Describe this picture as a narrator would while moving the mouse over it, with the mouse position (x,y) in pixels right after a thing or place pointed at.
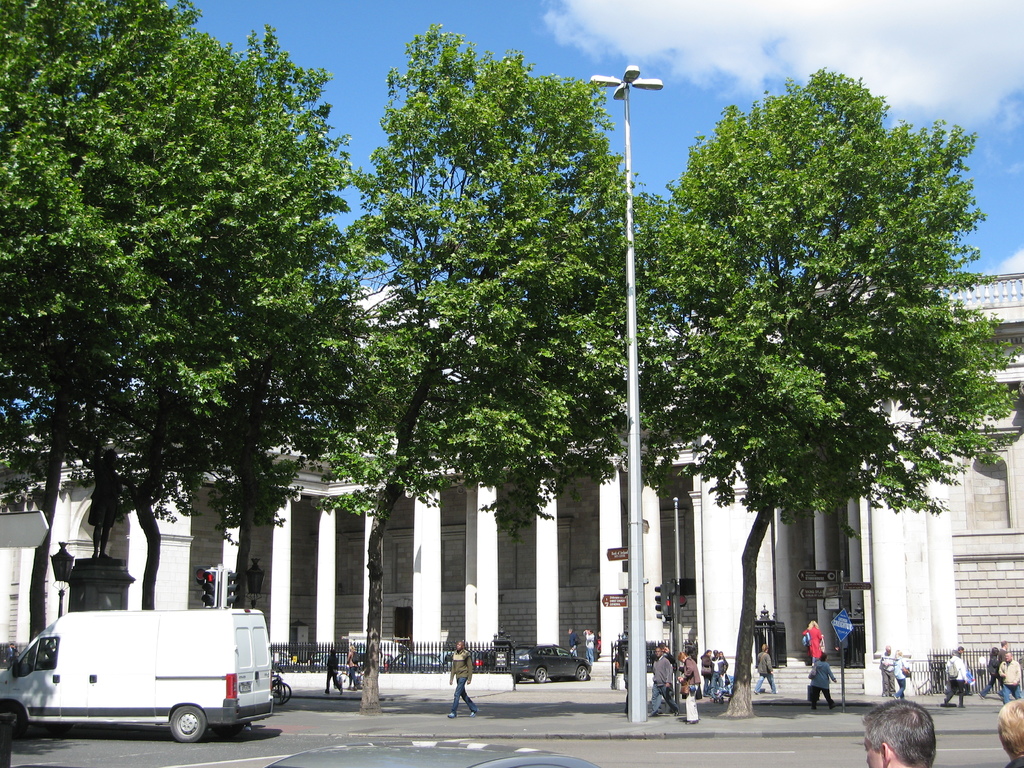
In this image there is a road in the middle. On the road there is a white colour van (162,656). In the middle (635,340) there is a pole (642,611) to which there are four lights (635,82). In the background (566,545) there is a building (472,554) with the pillars (440,561). On the right side (994,680) there are few people (1001,671) walking on the road (955,711). There are trees (545,449) on the footpath (729,732).
